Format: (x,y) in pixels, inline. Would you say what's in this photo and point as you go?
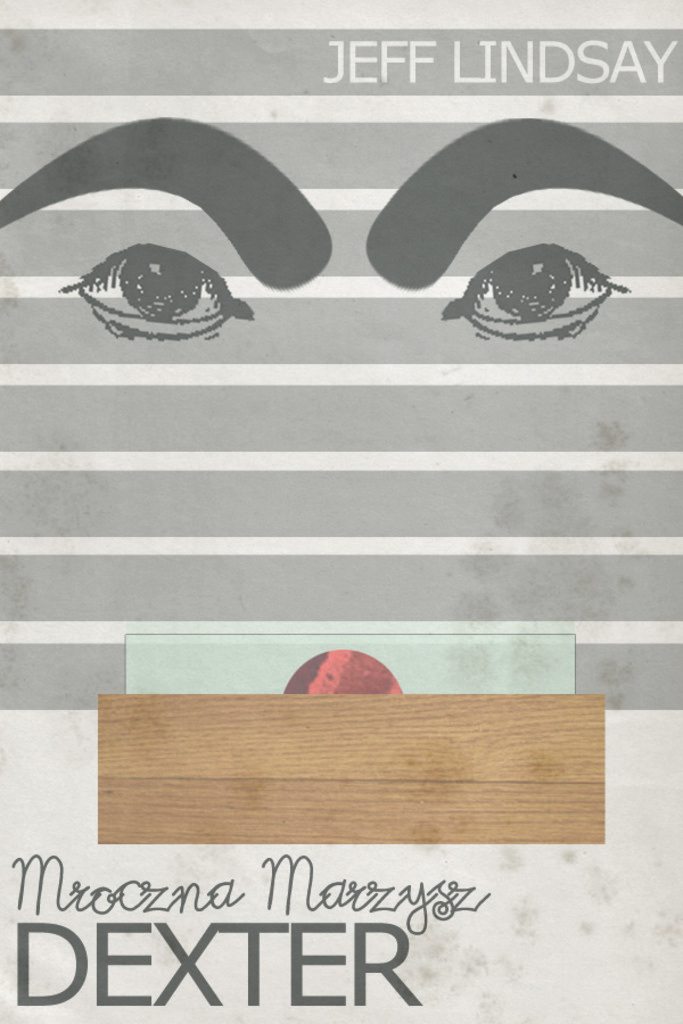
In this image I can see a poster (287,923) with some text (194,973) written on it.
